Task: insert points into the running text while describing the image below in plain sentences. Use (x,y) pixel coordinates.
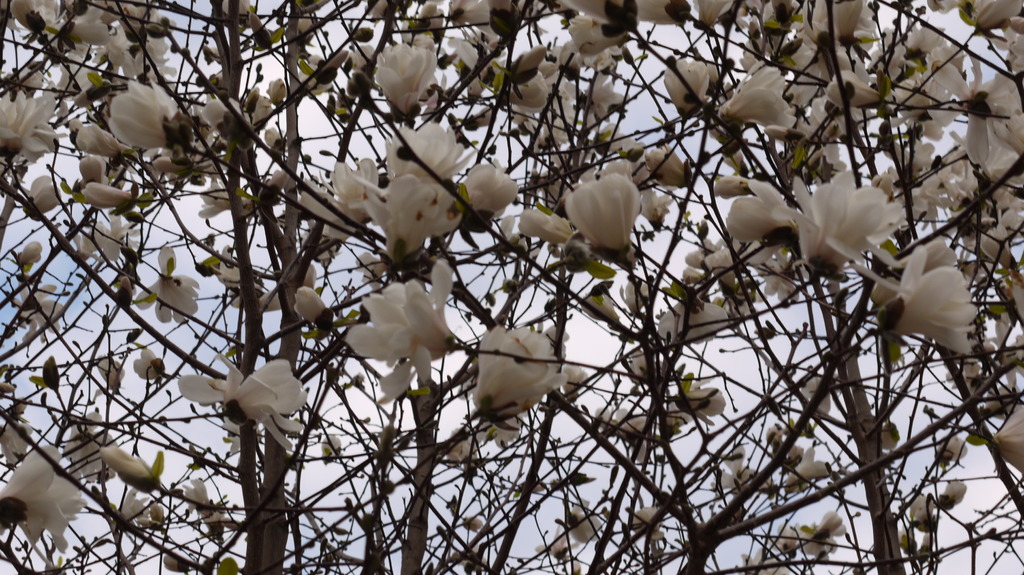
In the center of the image (539,357) we can see branches (564,408) with flowers (423,290). In the background (478,290), we can see the sky (510,269) and clouds (497,271).
